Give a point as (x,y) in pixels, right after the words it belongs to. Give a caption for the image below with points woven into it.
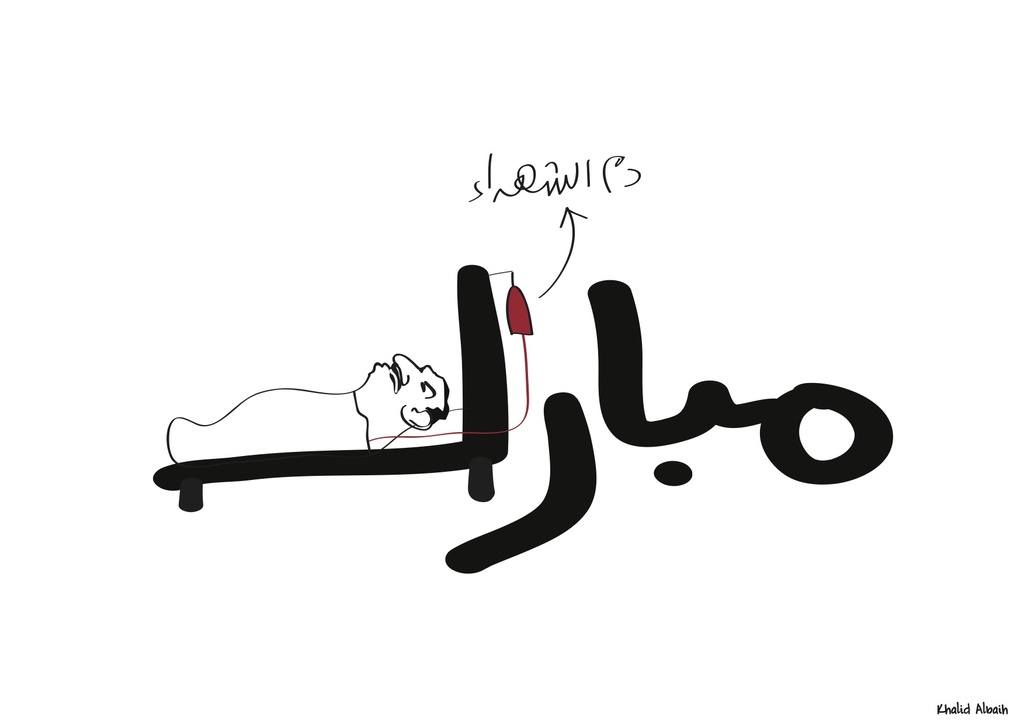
Something written on this white poster (576,438). Here we can see a cartoon person (424,396). Right side (1009,711) bottom of the image (957,711) there is a watermark (974,711).
